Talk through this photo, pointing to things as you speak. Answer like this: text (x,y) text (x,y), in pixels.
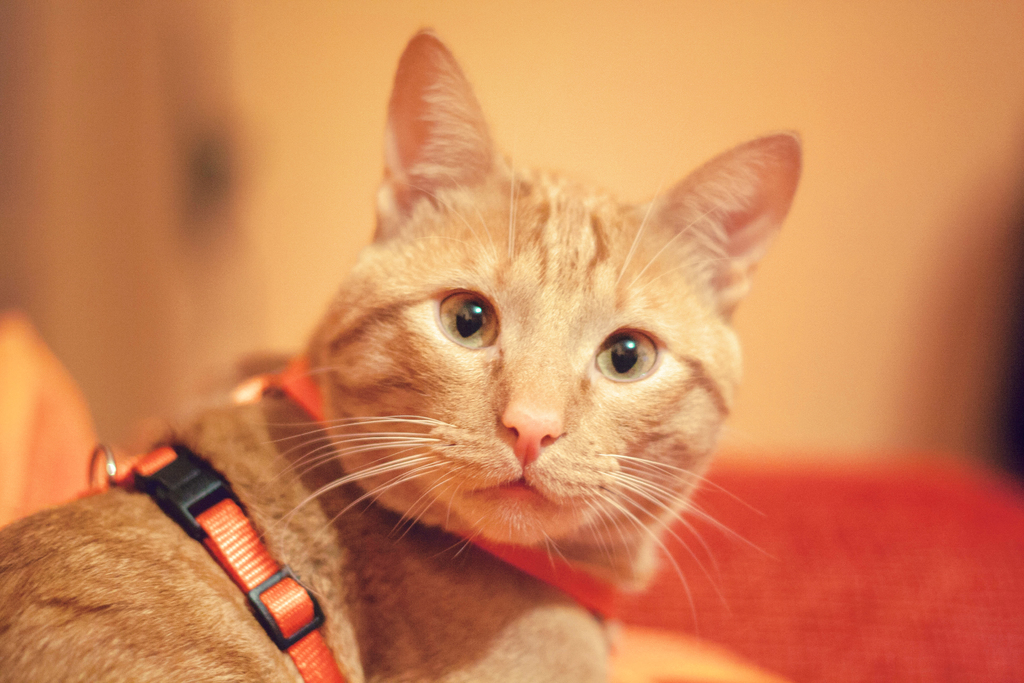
In this image I can see a cat (404,439) which is brown and cream in color. I can see a belt (238,552) to it which is orange and black in color. I can see the blurry background.
